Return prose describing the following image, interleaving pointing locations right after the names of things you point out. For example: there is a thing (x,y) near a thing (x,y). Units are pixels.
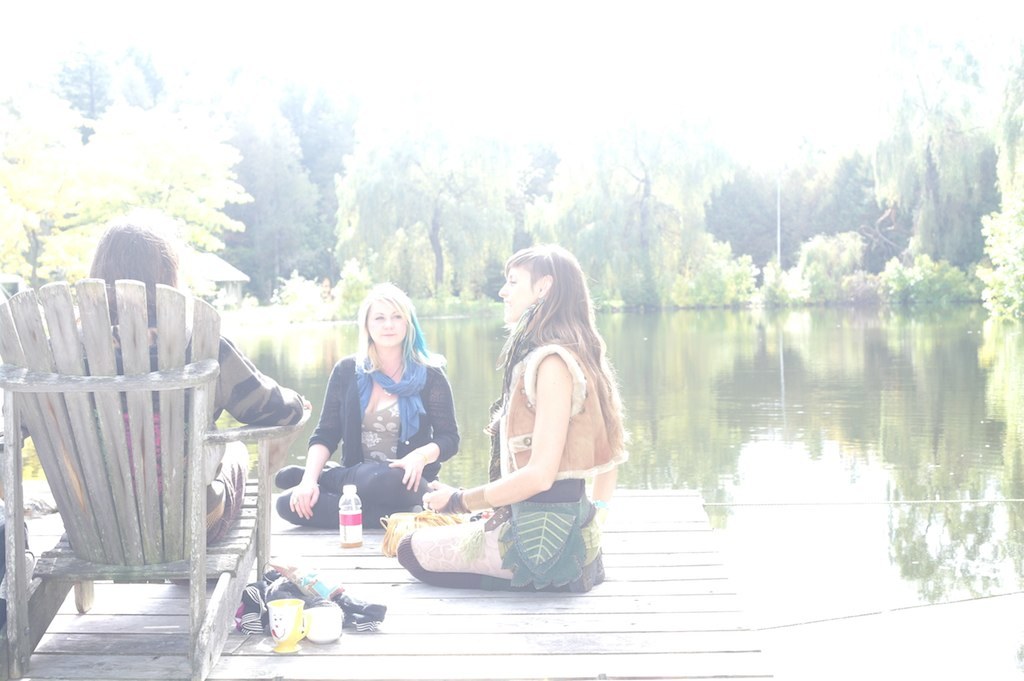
A person (211,534) is sitting on the chair (191,533). Two women (425,539) are sitting at here she is wearing a sweater shirt (520,411) and also she is smiling.
